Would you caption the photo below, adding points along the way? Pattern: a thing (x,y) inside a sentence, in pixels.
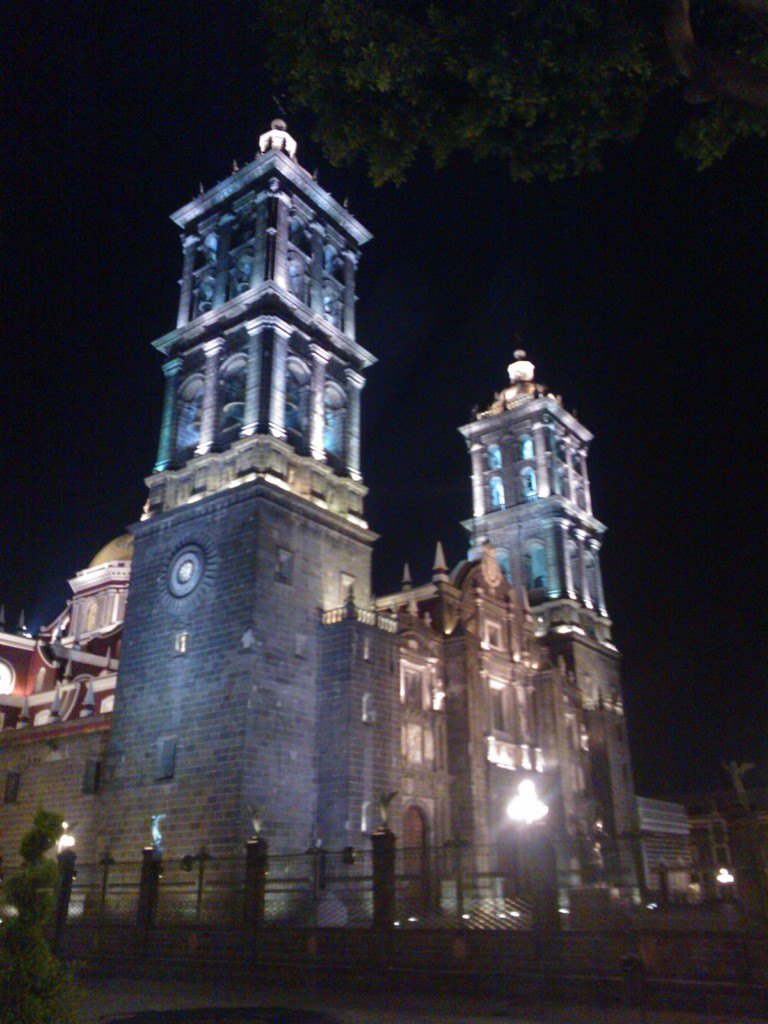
In this picture we can see a building (380,656) in the middle (277,652), at the left bottom (19,916) there is a tree (9,946), we can also see fencing (296,916) and lights (65,847) in the middle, there is the sky (506,218) at the top of the picture (527,211).
